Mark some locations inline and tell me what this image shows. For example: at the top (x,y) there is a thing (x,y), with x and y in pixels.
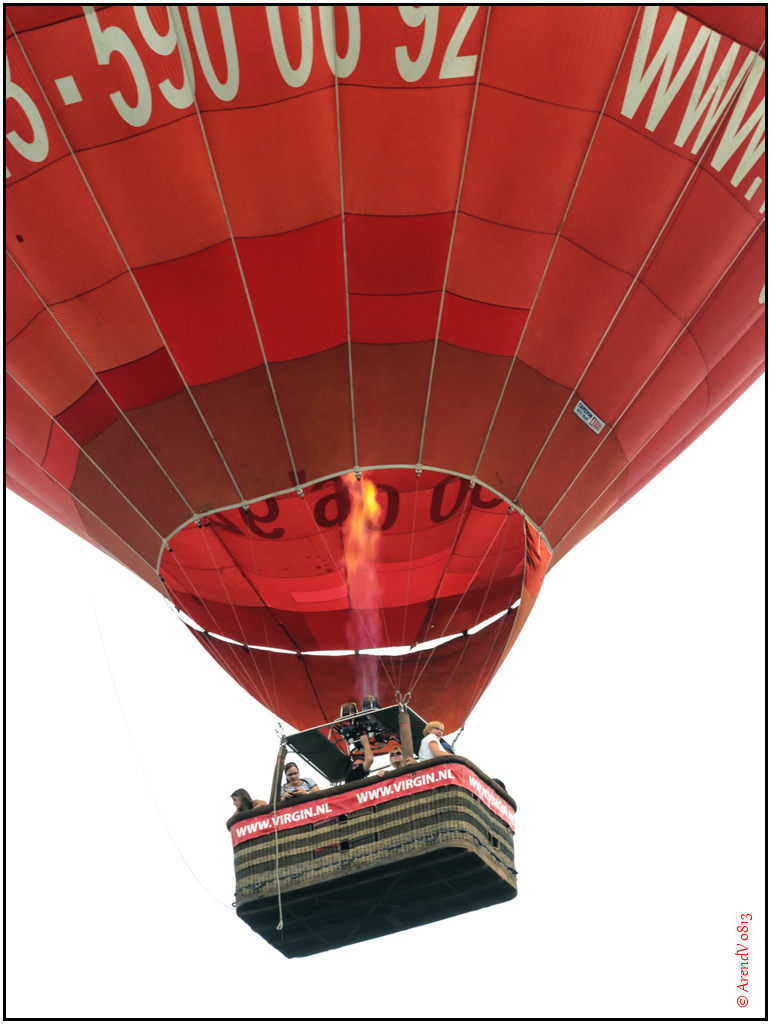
In this image we can see a hot air balloon (357,727) with some people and the background (196,750) is white.
